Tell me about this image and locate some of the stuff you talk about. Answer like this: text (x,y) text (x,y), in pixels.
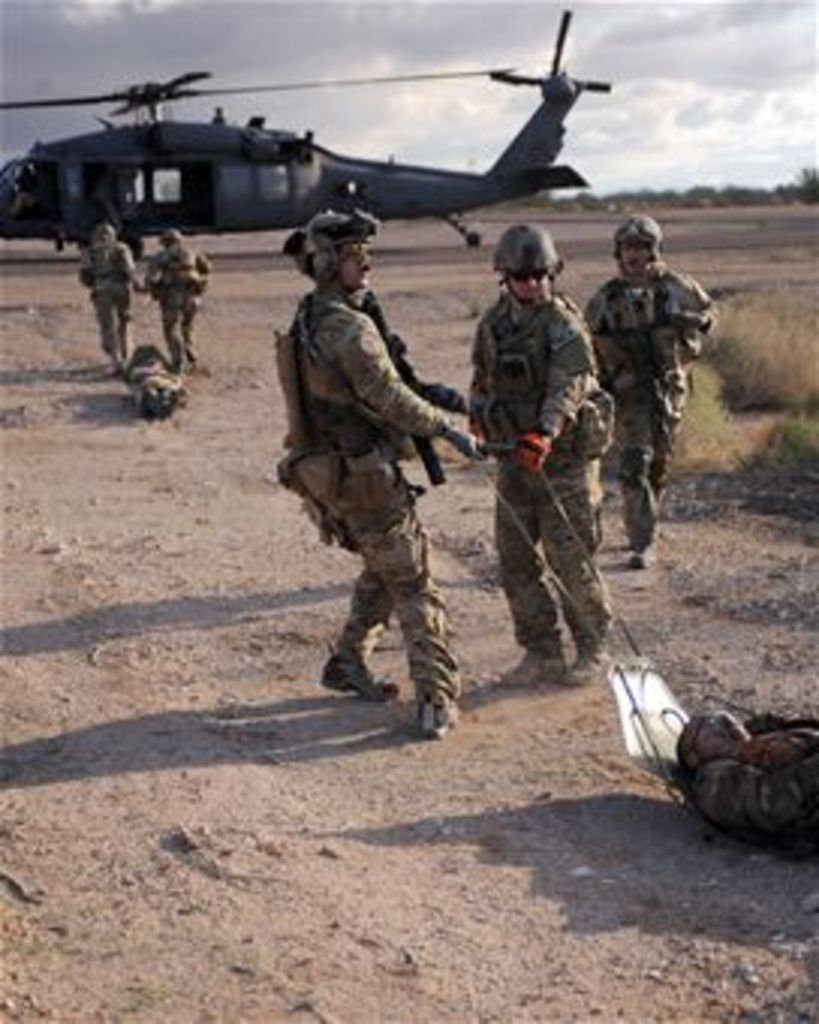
In the picture I can see three soldiers (513,391) and they are dragging the body (725,788) of another soldier (774,739) with the help of ropes (511,510). I can see two soldiers (166,232) on the left side (196,282) and they are also dragging the body (154,401) of another soldier (166,398) with the help of ropes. In the background (331,206), I can see the helicopter (207,74). I can see the plants (792,320) on the right side (800,357). There are clouds (727,141) in the sky (712,107).
